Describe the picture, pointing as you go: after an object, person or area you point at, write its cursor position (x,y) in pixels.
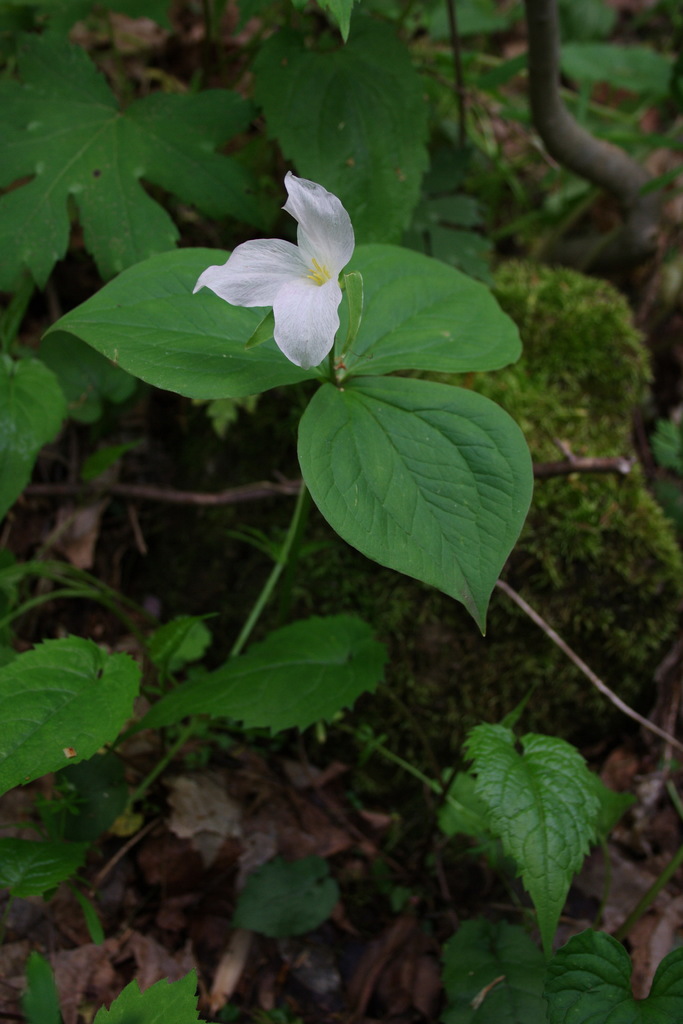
In this picture I can see few plants (165,294) and I can see a flower (274,329).
